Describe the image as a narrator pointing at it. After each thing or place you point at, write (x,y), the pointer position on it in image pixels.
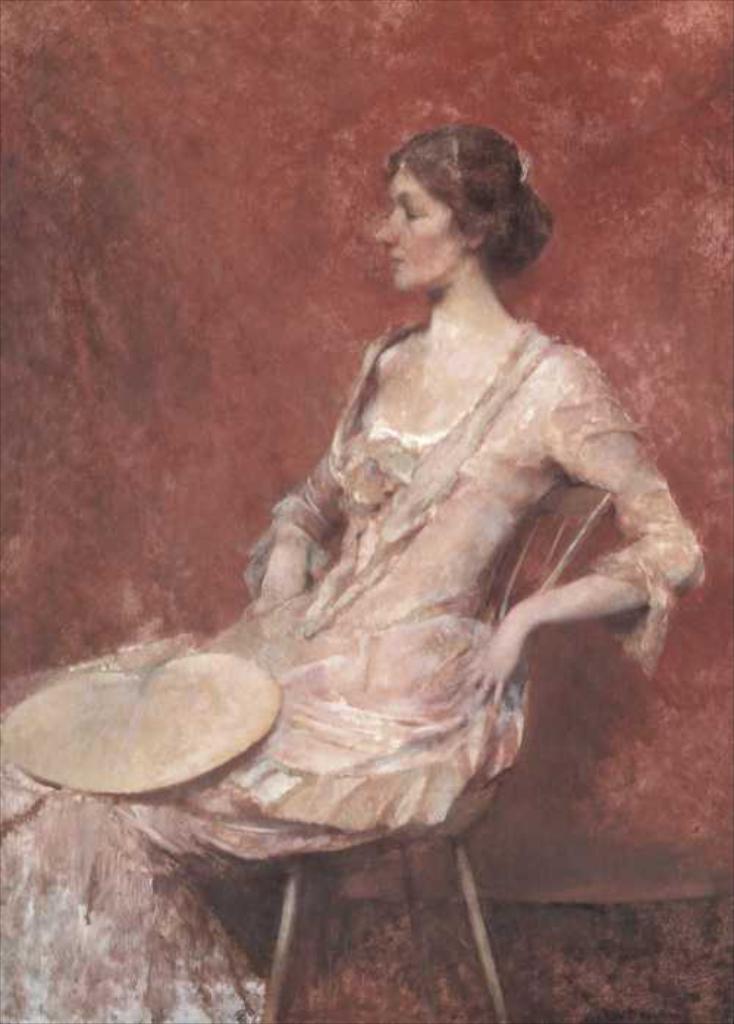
In this image I can see the painting (291,413) in which I can see a woman (288,689) is sitting and the red colored background (521,885).
